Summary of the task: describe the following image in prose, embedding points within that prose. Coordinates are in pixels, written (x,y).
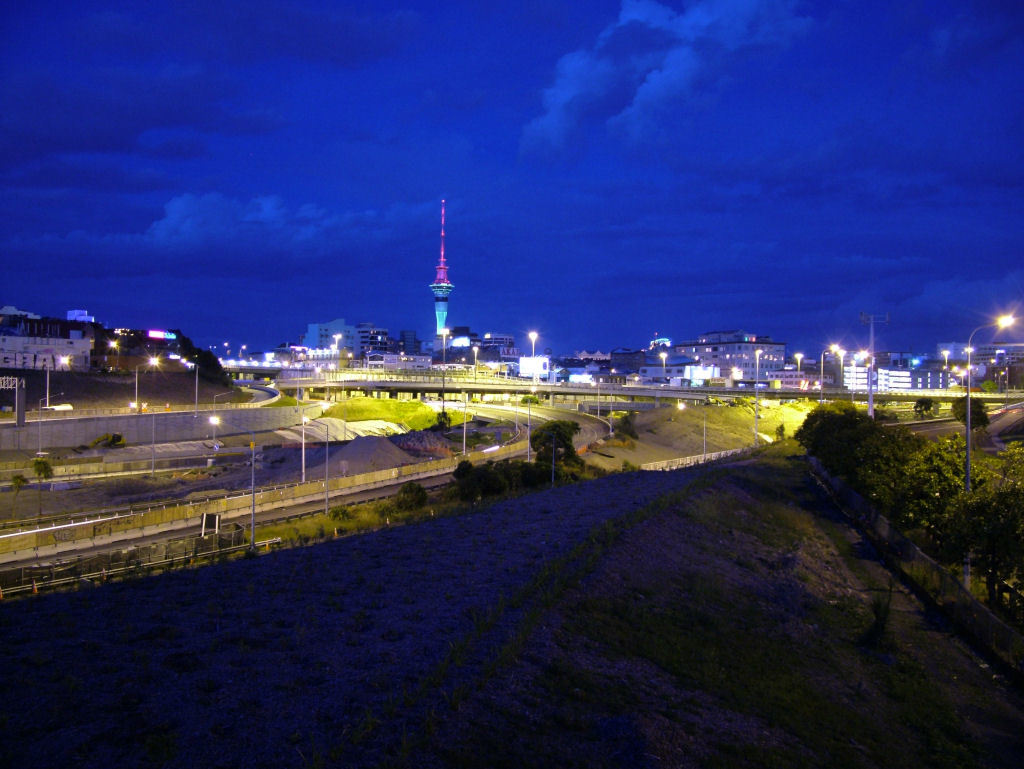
In this picture we can see trees (909,534) and grass (752,662) in the front (636,496), in the background (935,381) we can see buildings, poles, lights (176,357), a tower (449,288), grass (418,406), trees (558,436) and a hoarding (167,335), we can see the sky (484,143) and clouds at the top of the picture (457,78).
